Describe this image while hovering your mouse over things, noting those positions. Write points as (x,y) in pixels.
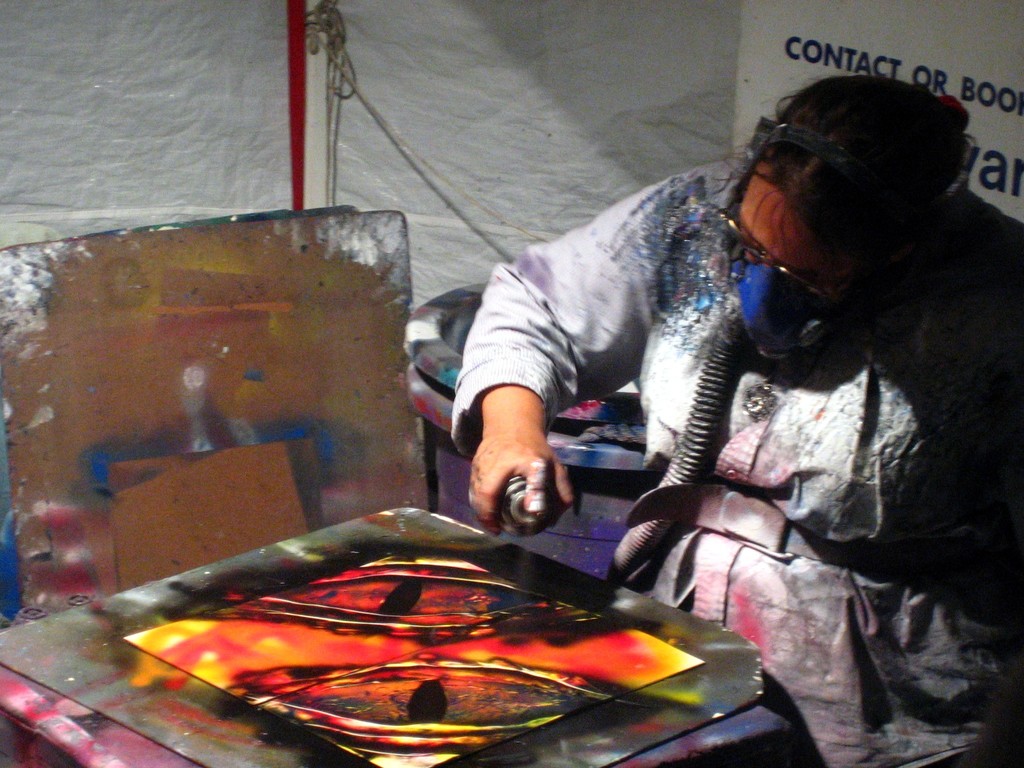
In this picture we can observe a person (735,335) wearing a mask (762,319) to his nose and mouth (776,320). The person (683,453) is spraying on the plate (281,634). We can observe an orange and black color paint (339,655) on the metal plate (179,607). In the background (376,126) we can observe a white color cloth (432,101).
